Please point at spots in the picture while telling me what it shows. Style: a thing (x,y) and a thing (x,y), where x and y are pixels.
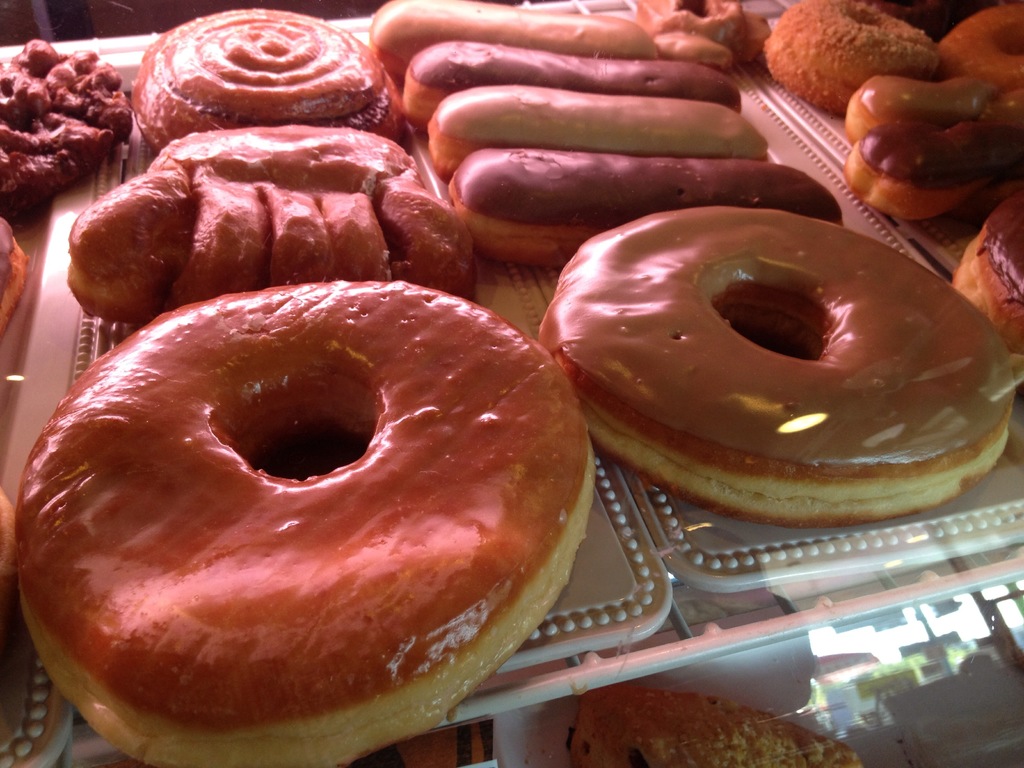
In this image, we can see a table (704,561), on the table (661,586), we can see some food items (693,283).
